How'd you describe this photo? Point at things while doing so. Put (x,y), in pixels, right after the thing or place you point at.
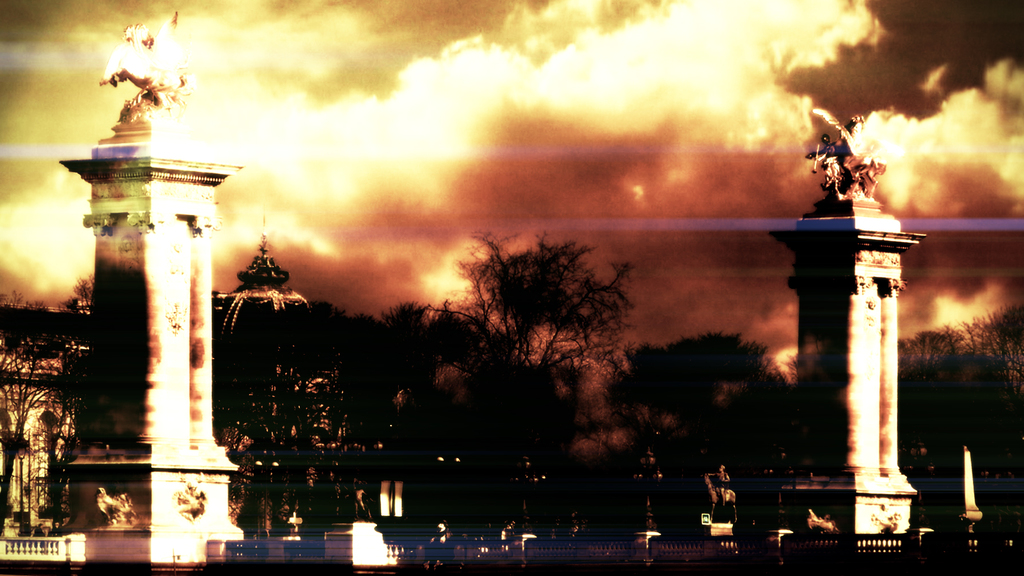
This looks like an edited image. I can see the sculptures (848,171), which are the top of the pillars (119,443). I can see the trees (337,351). This looks like a building (238,369). These are the clouds (660,142) in the sky (735,122). At the bottom of the image (650,556), I think these are the iron grilles (724,552).
